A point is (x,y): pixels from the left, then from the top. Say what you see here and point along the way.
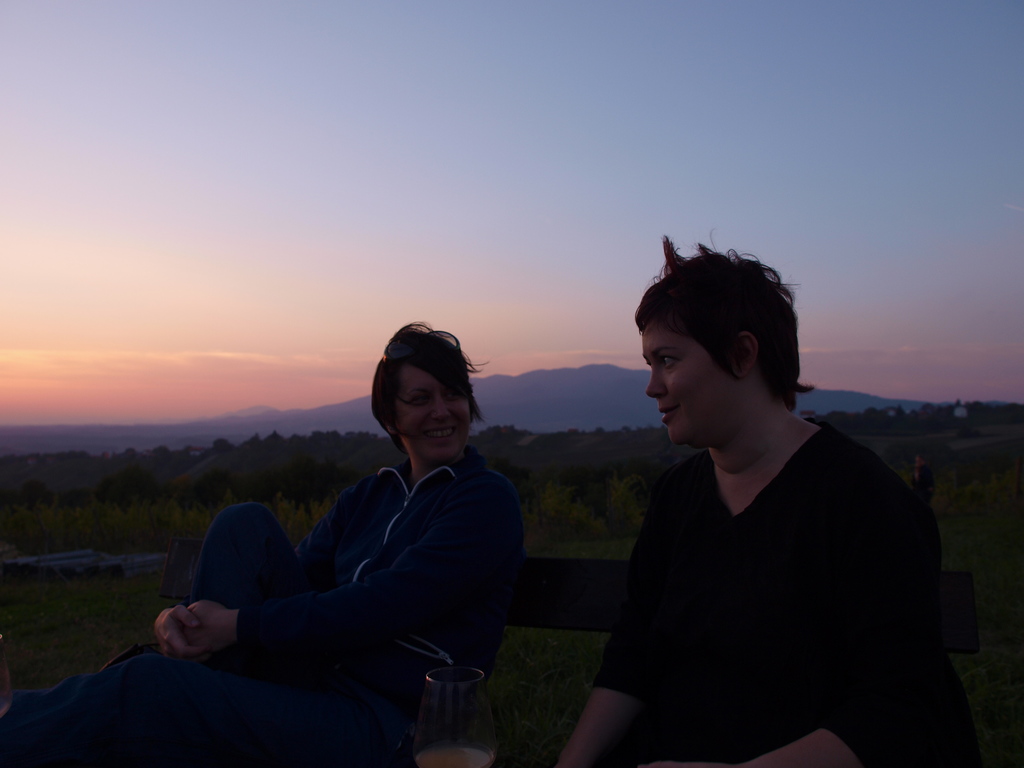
This image is taken during the evening time. In this image we can see two women (329,646) sitting on the wooden bench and smiling. We can also see the glass (435,711) of liquid (455,758). In the background (577,468) we can see the trees (150,480), hills (550,396) and also the grass (93,633). We can also see the sky (944,10).
